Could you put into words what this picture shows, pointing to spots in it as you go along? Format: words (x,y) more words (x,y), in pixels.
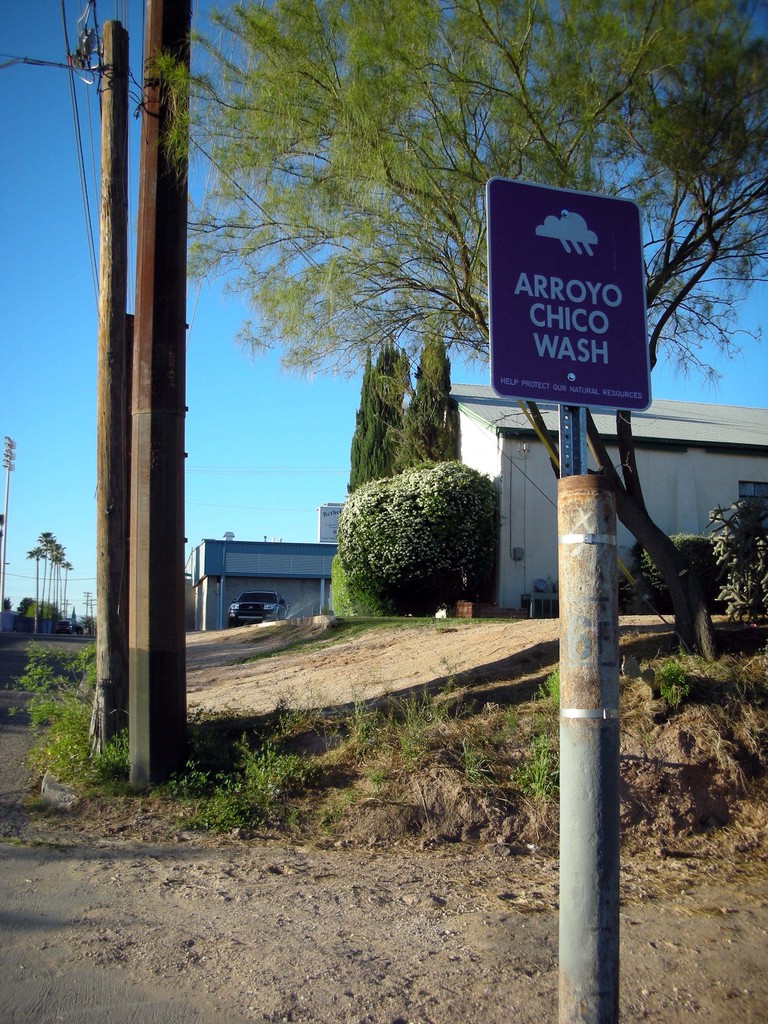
This is an outside view. Here I can see few poles (147,660) on the ground (309,904) and there are some plants (194,757). In the background (257,585) there are few buildings (280,584) and trees (415,443) and also I can see a car (257,608). On the right side (520,243) there is a board (530,354) attached to a pole (571,540). On the board (554,305), I can see some text (535,320). At the top of the image (45,186) I can see the sky (45,239).
